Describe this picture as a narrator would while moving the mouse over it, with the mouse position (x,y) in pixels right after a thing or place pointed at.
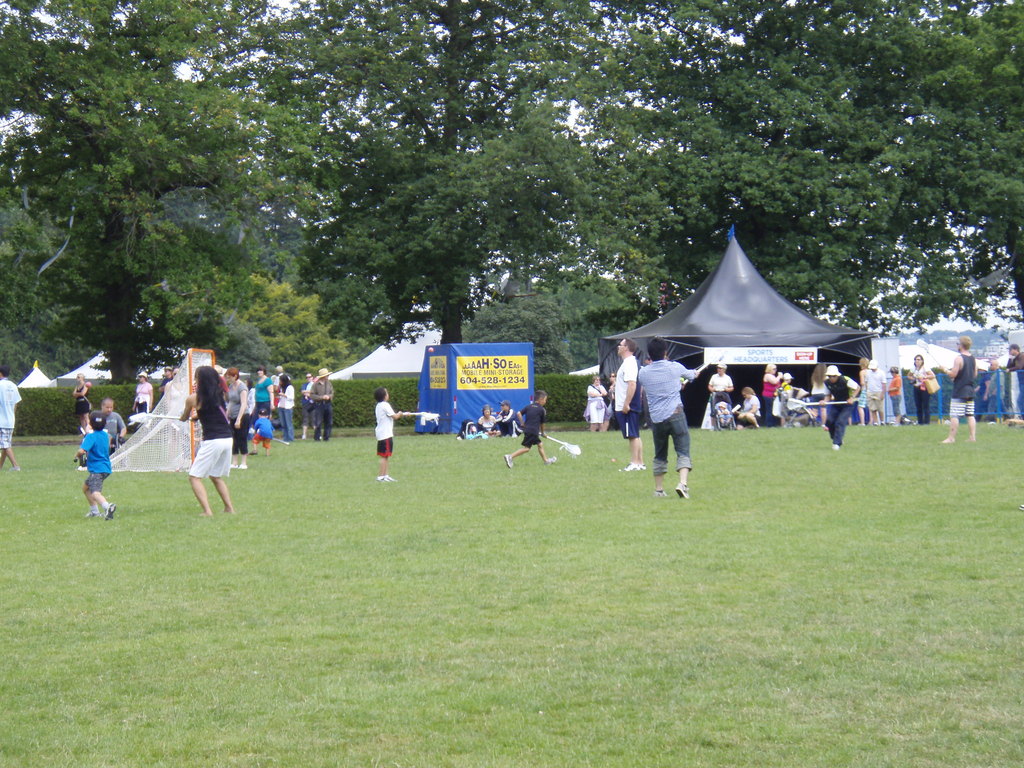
In this image we can see some people (233,428). And we can see some are sitting and some are standing. And we can see the grass (580,438). And we can see one tent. And we can see some objects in the people's hands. And we can see the trees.
